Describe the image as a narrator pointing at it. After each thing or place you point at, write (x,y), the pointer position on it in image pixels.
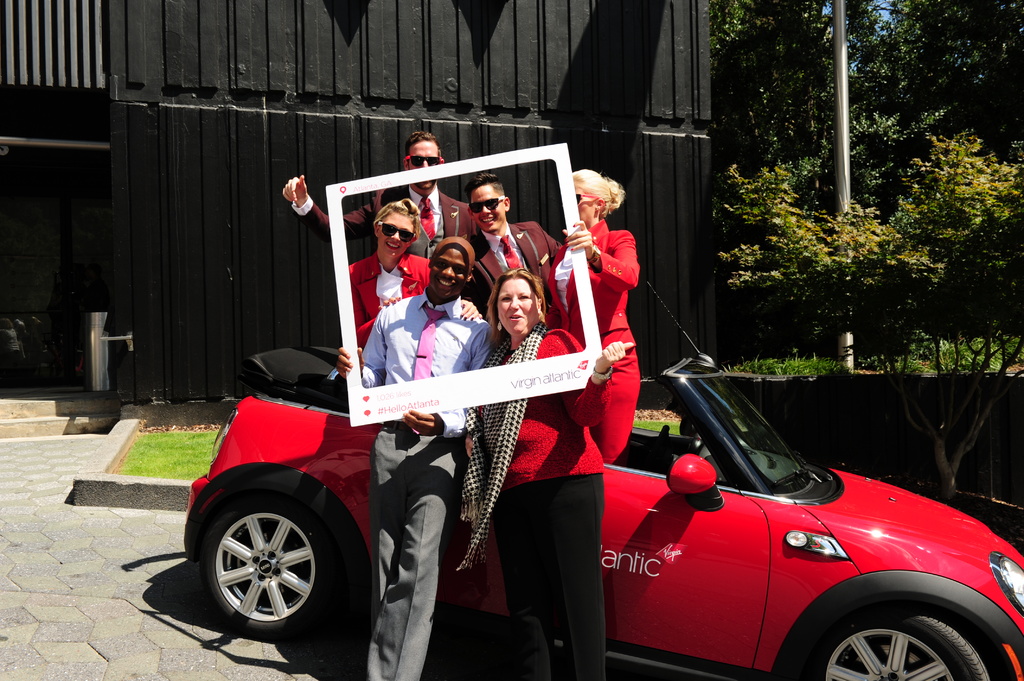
In this image there are six person (547,455) standing. There is a car (785,556). At the back side (850,215) there are trees (887,215).
